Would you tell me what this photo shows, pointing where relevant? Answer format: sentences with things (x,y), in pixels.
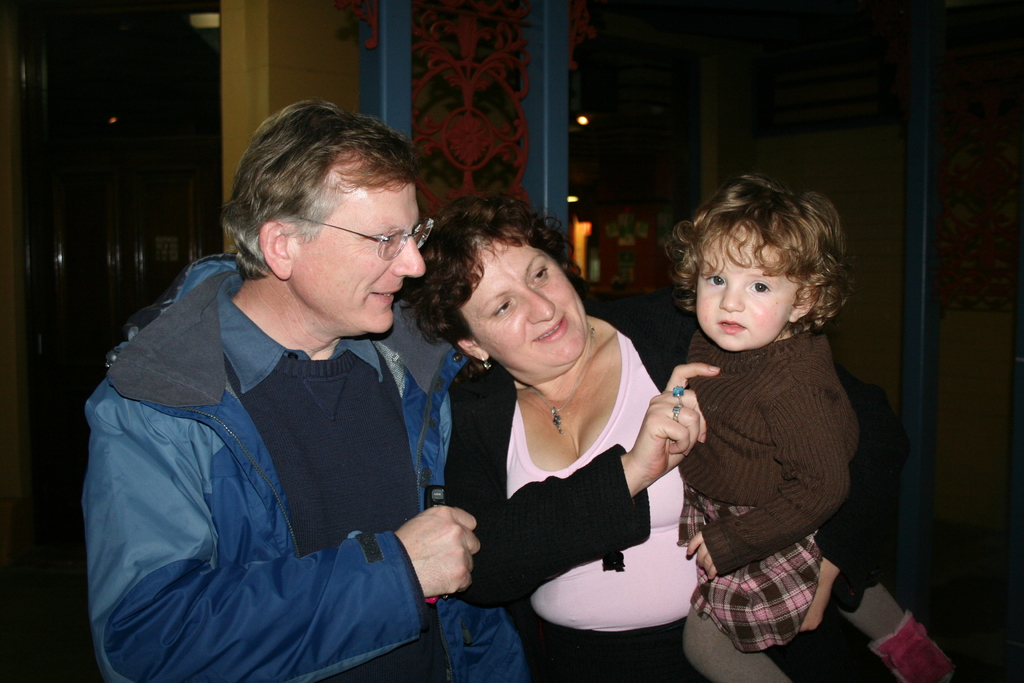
There is a man (265,462) wearing jacket (271,507) and specs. Near to him there is a lady (549,406) holding a child (720,439). In the back (455,133) there is a wall (307,59) with some decorations (472,99).
